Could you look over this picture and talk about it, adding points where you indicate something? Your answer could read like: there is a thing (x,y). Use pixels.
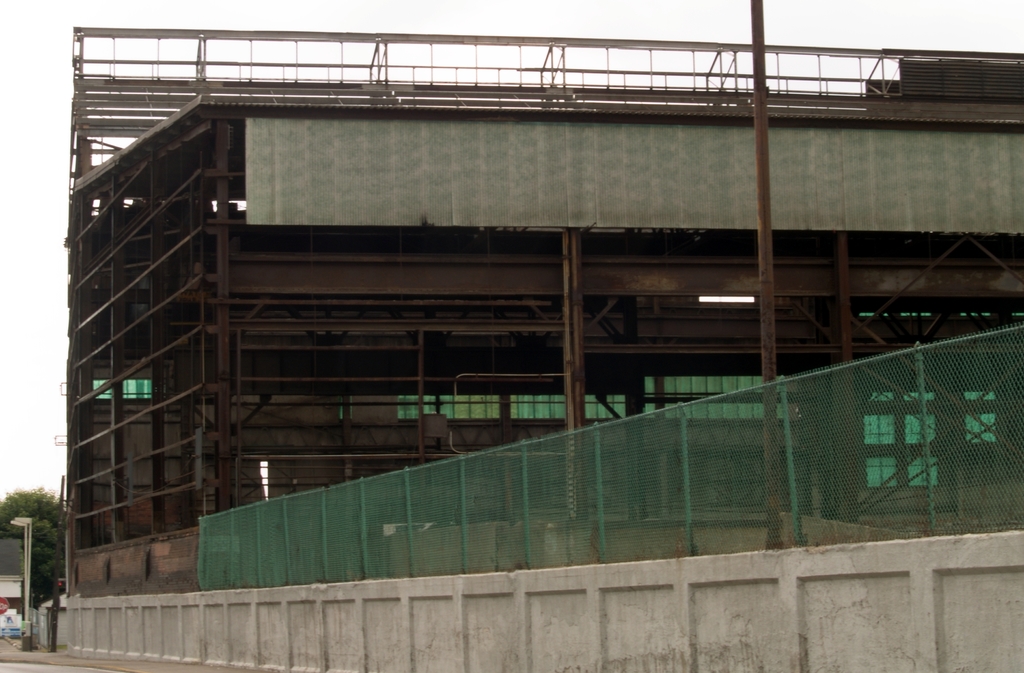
In this picture there is an architecture (629,335).
